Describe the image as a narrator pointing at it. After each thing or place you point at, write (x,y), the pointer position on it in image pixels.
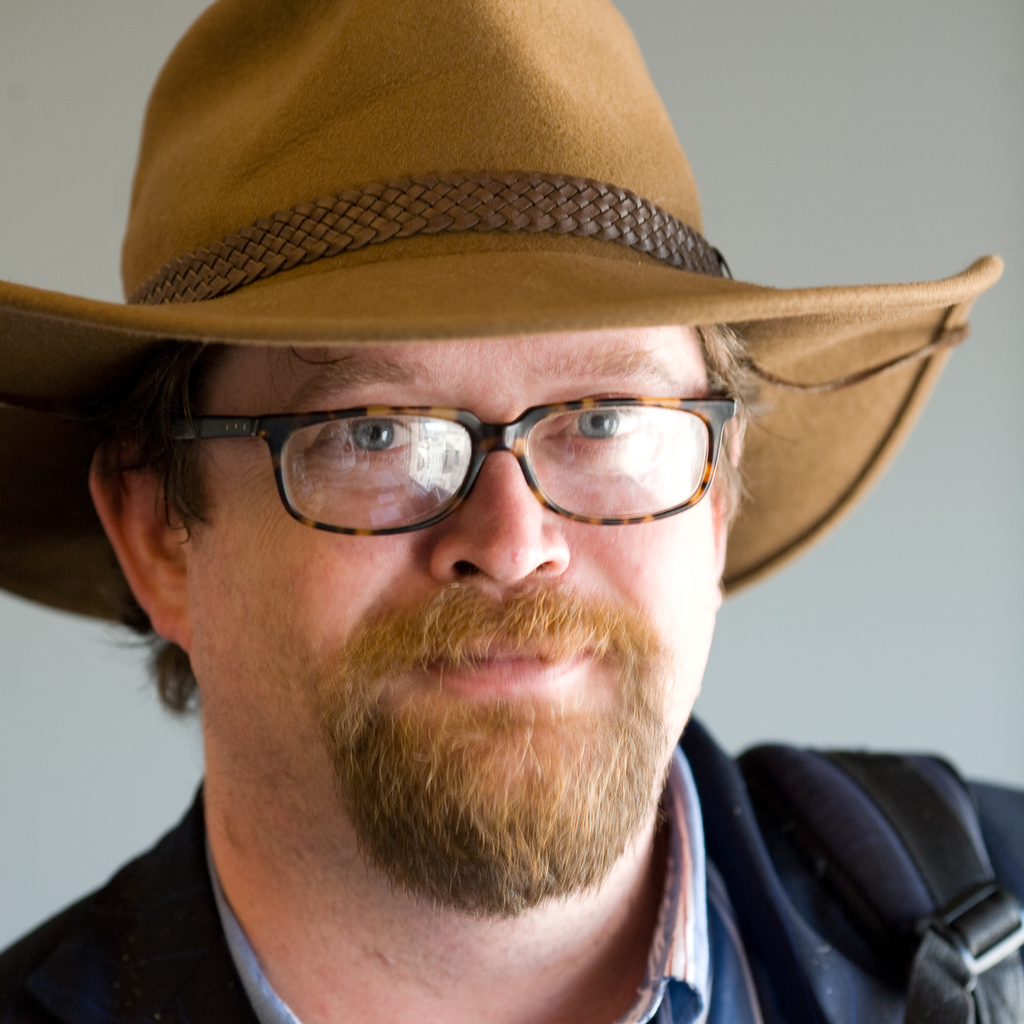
In this picture we can see a man (367,756) with the spectacles (457,435) and a hat (443,275). Behind the man (341,728), there is the white background (12,757).
